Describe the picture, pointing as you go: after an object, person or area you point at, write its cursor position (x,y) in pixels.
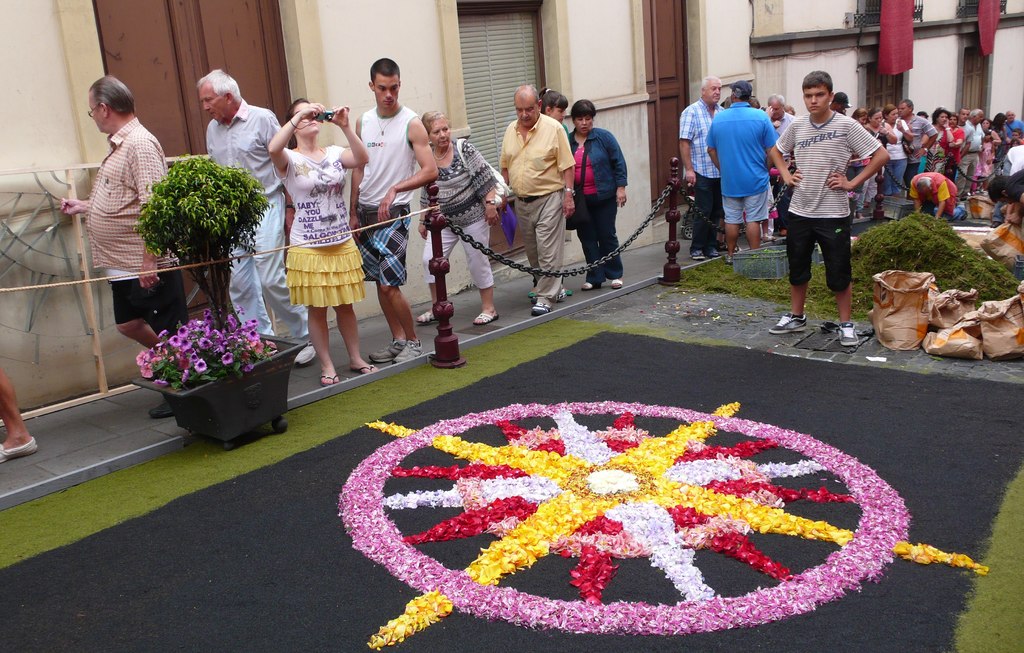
In the foreground of the picture (671,532) there are flowers (619,506) in the form of a design. On the left (230,374) there are plants (204,320), flowers (169,353) and people (370,259) walking. In the center of the picture (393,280) there are bags (898,303), person (818,172), grass (904,256). In the center of the background (909,23) there are people (414,182), buildings (873,43), curtains (896,54) and doors (257,64). In the background (307,48) there are doors (661,21), window (483,21) and wall (334,47).
